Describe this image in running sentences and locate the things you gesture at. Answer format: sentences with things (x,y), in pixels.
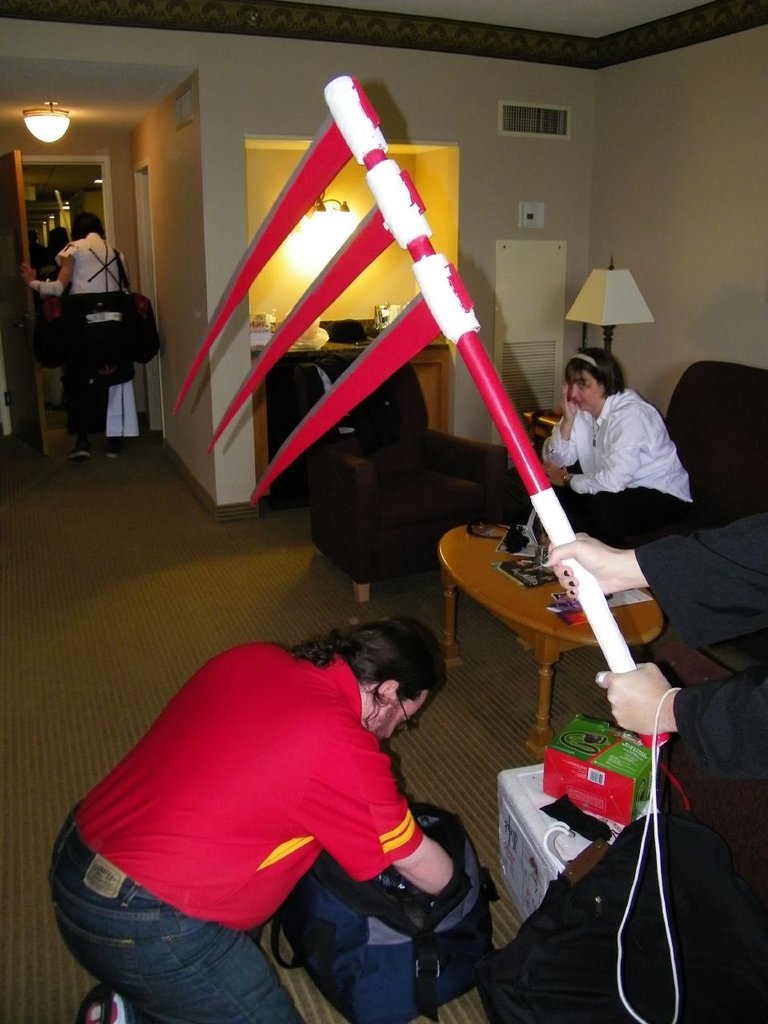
The image is taken in the room (477,608). On the right side of the image (658,708) we can see a person's hand (602,582) holding a weapon (631,660). At the bottom (274,801) there is a man (286,830) sitting on the floor (305,980) and we can see a bag (352,938). On the left (99,240) there is a person (99,251). In the background (588,520) there are sofas (718,469) and we can see a lady (623,518) sitting on the sofa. There is a table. We can see a door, light (319,211), wall (620,334) and a lamp (605,272).
